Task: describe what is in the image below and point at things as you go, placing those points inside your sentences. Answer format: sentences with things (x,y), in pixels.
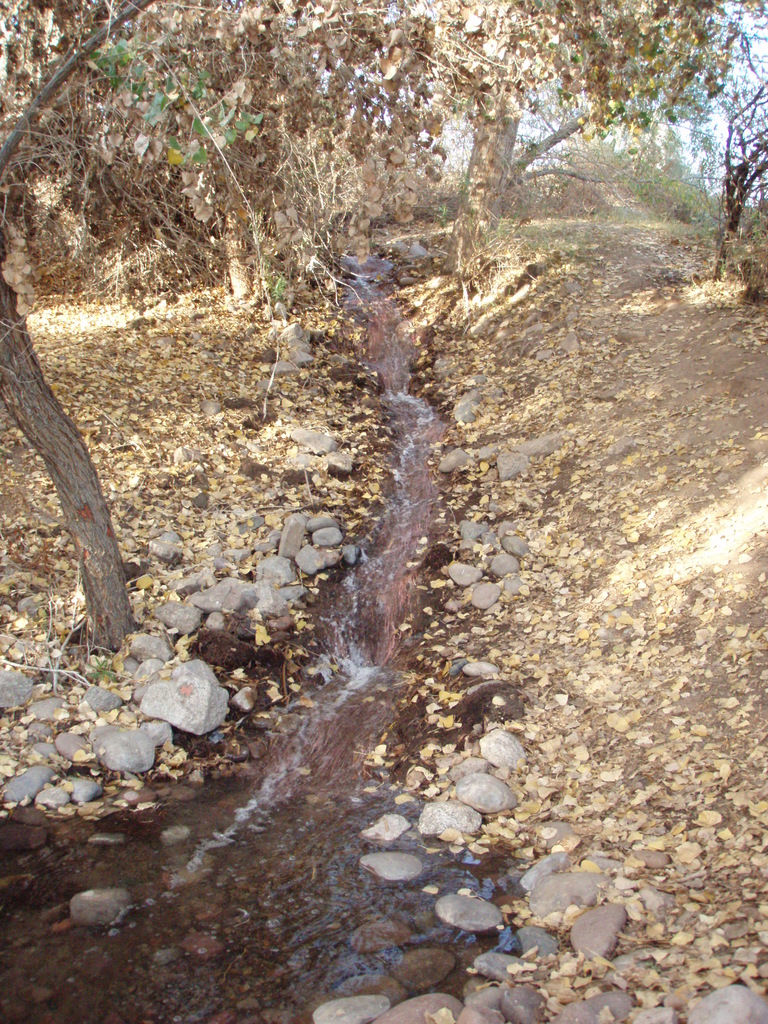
In the picture I can see the water flow (390,297), dry leaves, I can see stones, trees (40,374) and the sky (718,173) in the background (491,115).
